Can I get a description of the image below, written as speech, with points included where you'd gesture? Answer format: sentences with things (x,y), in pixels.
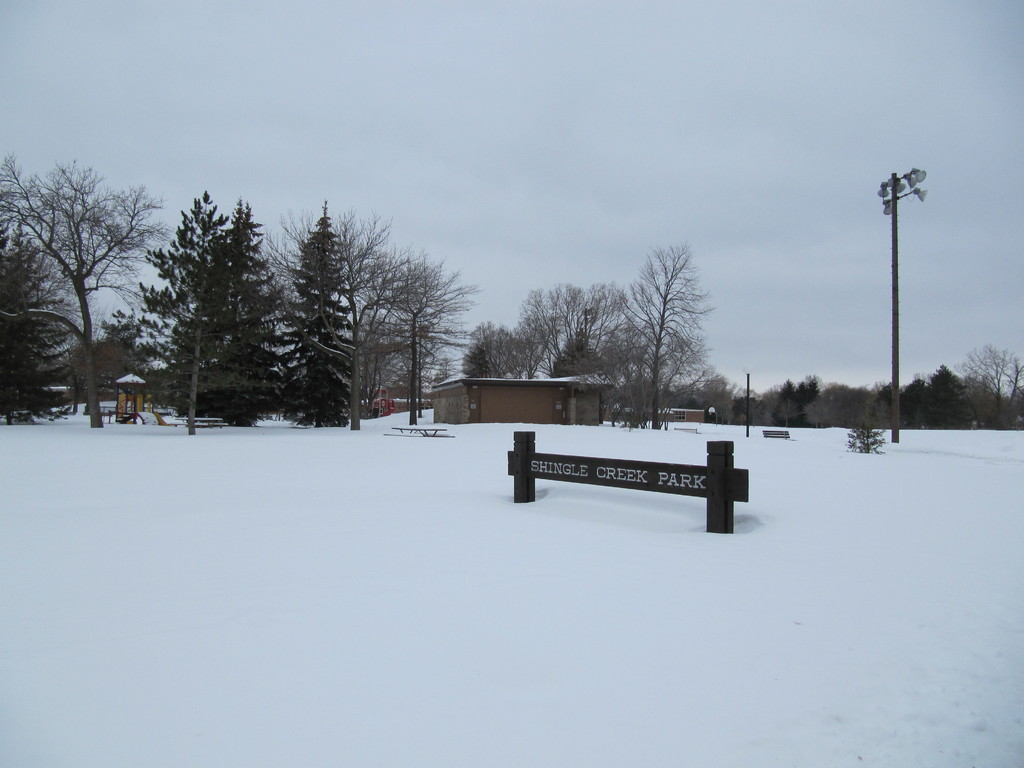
In this image, we can see snow (156,654) on the ground (236,631), there are some trees (316,348), at the right side (895,343) there is a pole (897,264), at the top (612,127) there is a sky (428,93) which is cloudy.
